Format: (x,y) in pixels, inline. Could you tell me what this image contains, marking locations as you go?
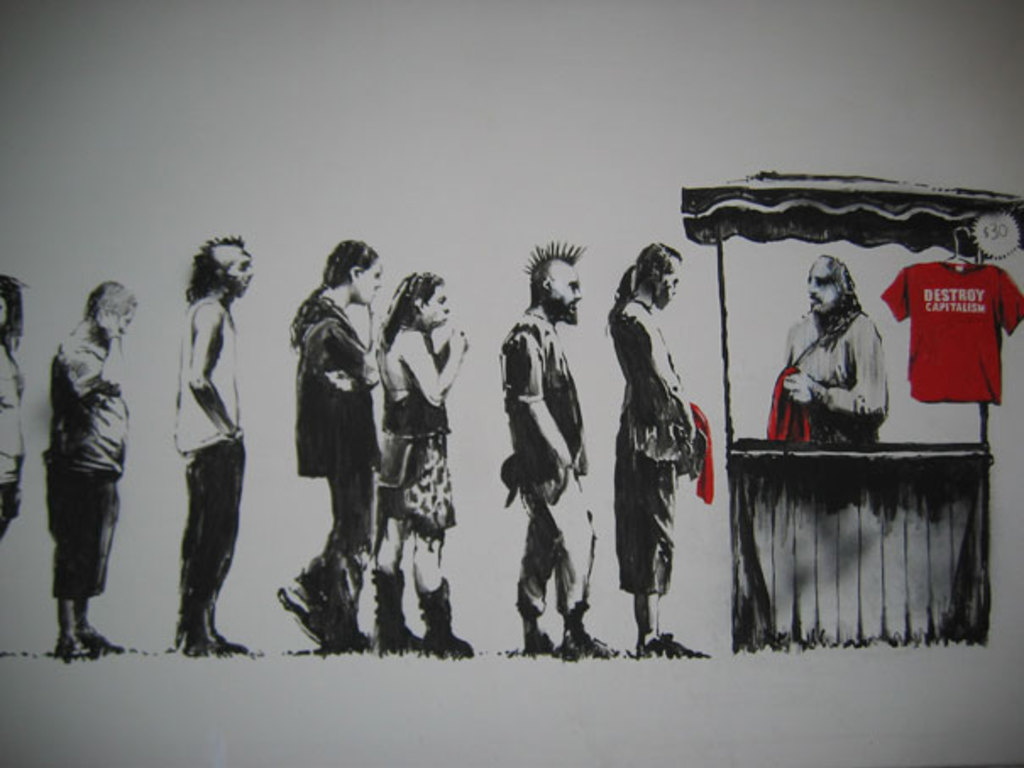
In this image I can see group of people (642,454) standing and I can also see the shirt (924,339) in red color and I can see the white color background (160,317).
